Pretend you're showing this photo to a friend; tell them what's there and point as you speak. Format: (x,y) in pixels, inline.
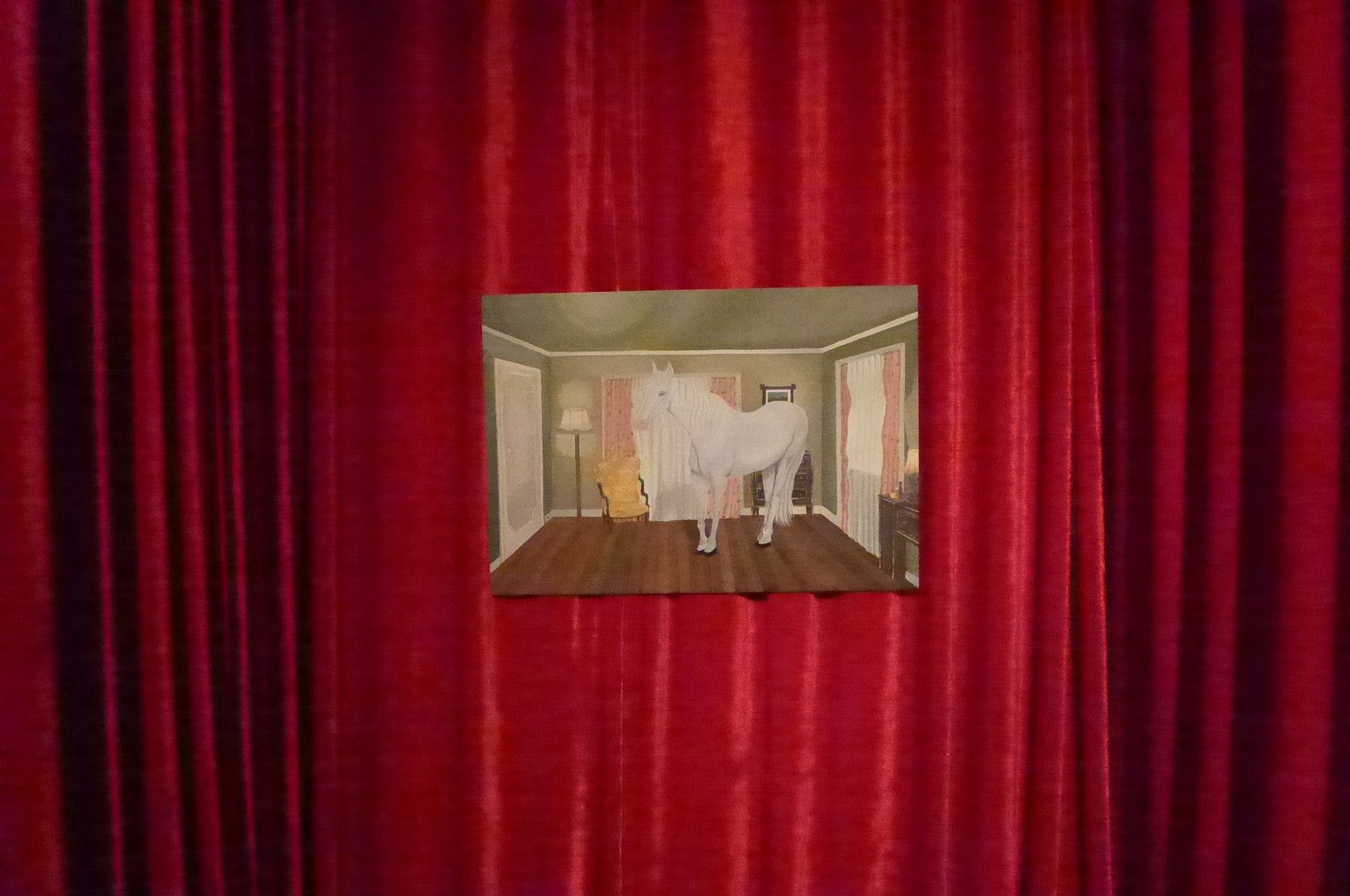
In this image we can see a photograph (697,431) and a curtain (310,693). We can see a horse (725,474), chair (618,475), lamp (578,413), floor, walls (816,400), frame (784,393) and roof (702,343) on the photograph (857,512).
